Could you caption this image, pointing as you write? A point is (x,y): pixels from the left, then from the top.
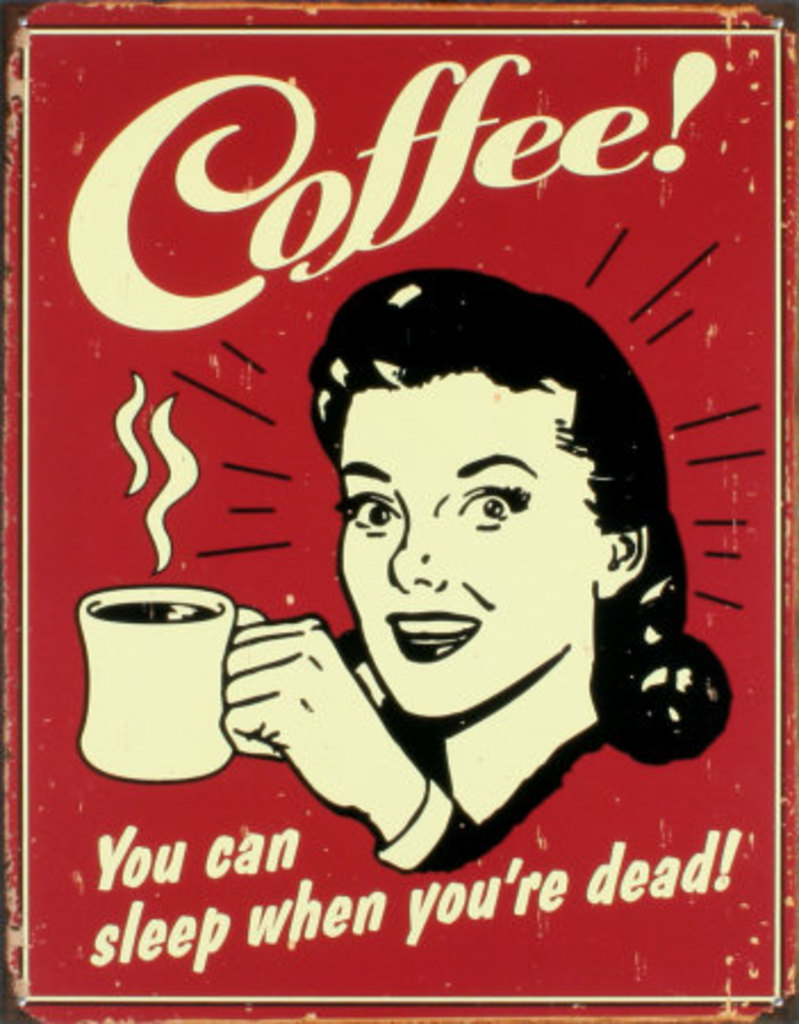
In this image, we can see a red poster (708,534), we can see a woman (393,607) holding a cup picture on the poster (55,48) and there is some text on the poster (700,936).
